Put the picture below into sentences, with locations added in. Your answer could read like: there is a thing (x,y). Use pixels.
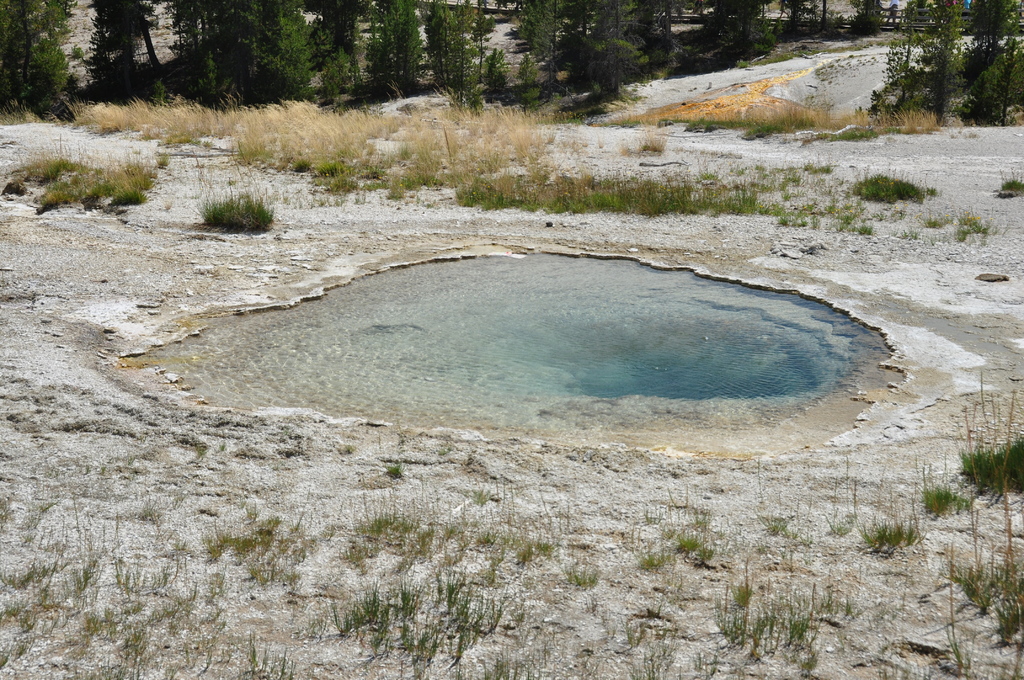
In the picture I can see some water (582,324) in the middle of the image (594,347), around we can see some plants (246,125), trees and ground (45,370).
